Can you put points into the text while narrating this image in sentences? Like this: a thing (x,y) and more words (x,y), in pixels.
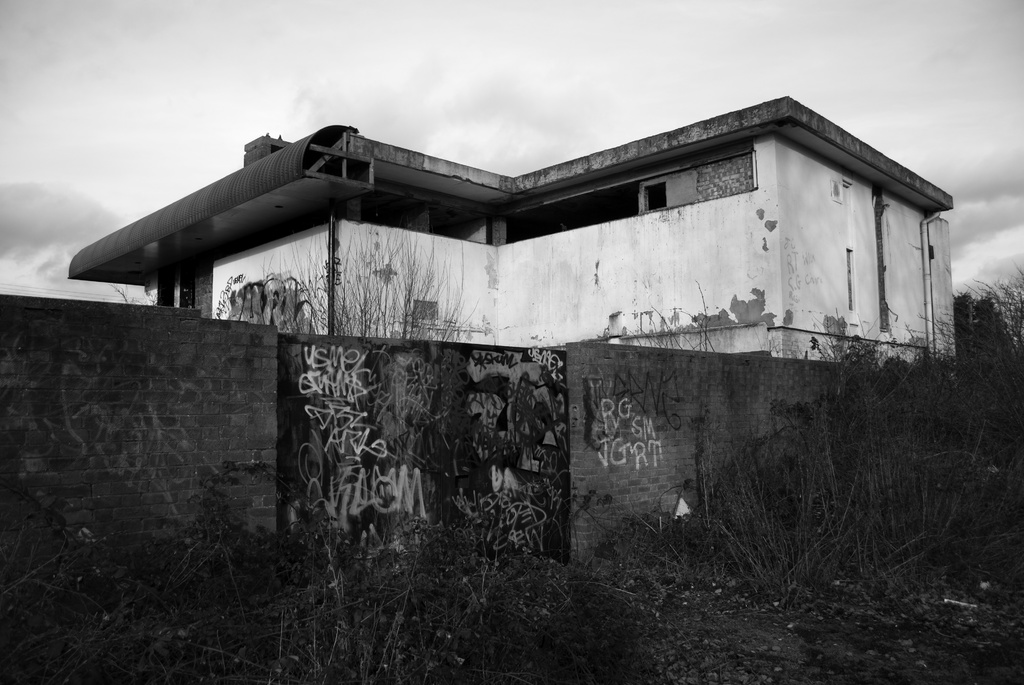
In this picture we can see plants (768,495), trees (1004,312), walls (624,385), pipes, gate (461,353), building (829,234) and in the background (341,72) we can see the sky (426,87) with clouds (349,95).
